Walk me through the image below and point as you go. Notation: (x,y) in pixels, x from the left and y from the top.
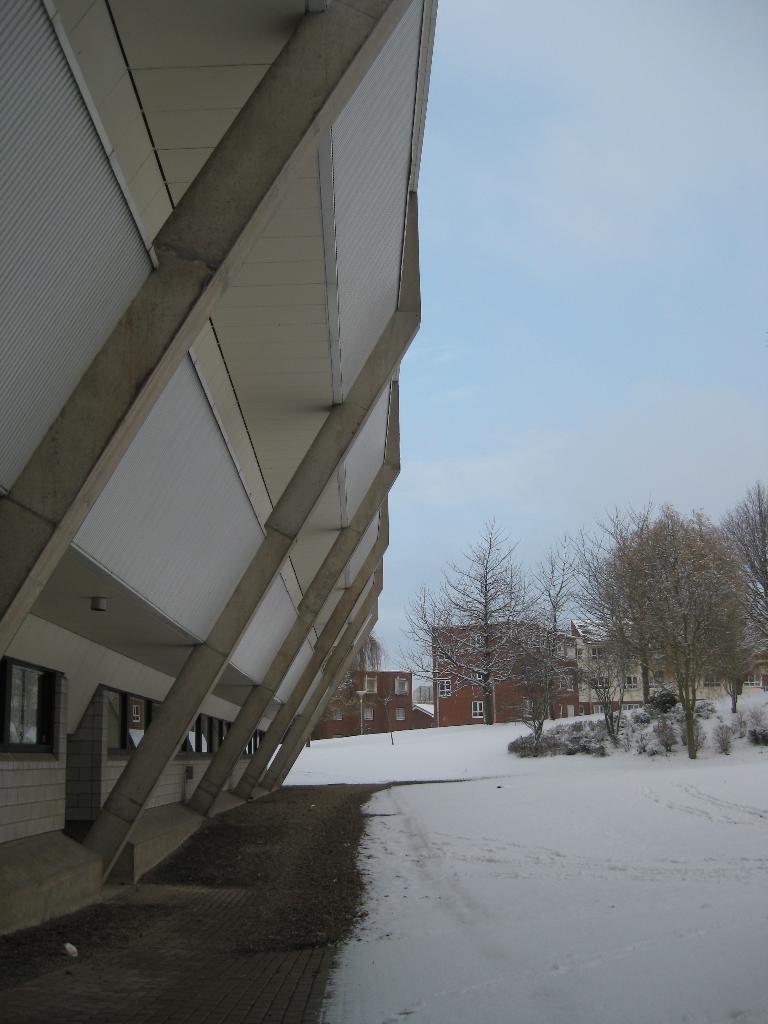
In this image, there are a few houses (511,686). We can see the ground (527,787) covered with snow (699,892). There are a few plants (673,746) and trees (676,633). We can see the wall (17,651) with an object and some glass windows (112,741). We can also see the sky (738,187).
